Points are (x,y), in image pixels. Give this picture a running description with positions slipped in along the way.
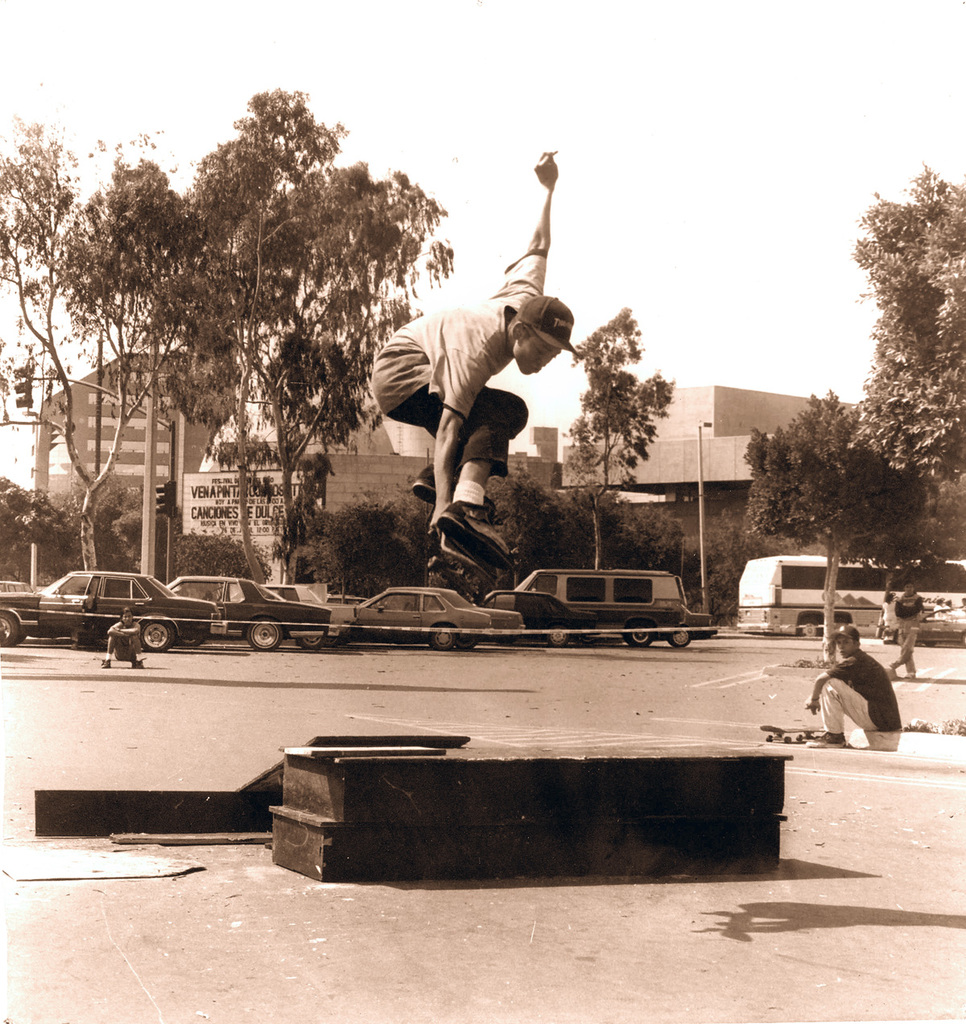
In the center of the image (490,414), we can see a person (476,407) jumping and wearing a cap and in the background (866,677), there are some other people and we can see vehicles (194,597), trees (258,331), poles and a board (212,493). At the bottom (389,760), there are some objects (354,787) on the road (392,909).
